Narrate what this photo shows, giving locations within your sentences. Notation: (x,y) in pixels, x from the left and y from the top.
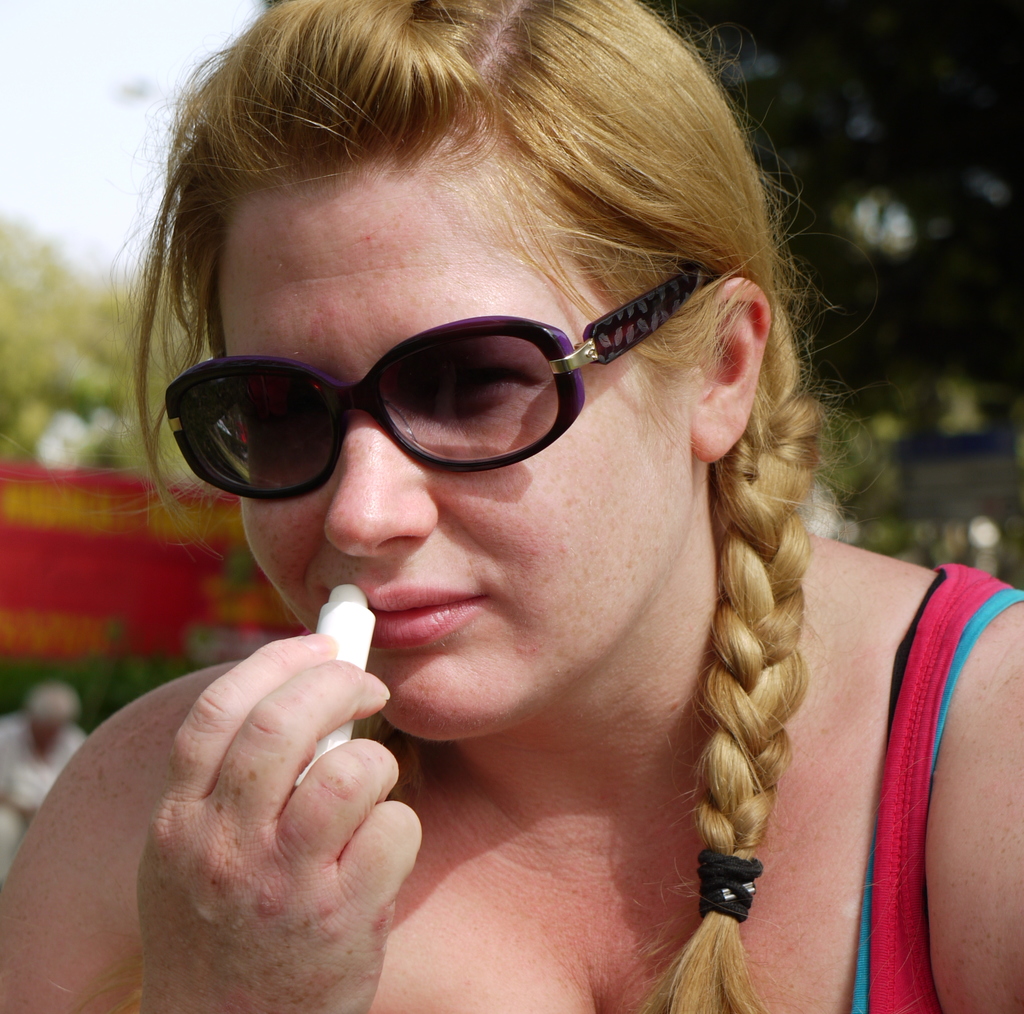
There is a lady (611,588) wearing goggles (536,325) and holding a lip balm (342,632). In the background (73,559) it is blurred.
